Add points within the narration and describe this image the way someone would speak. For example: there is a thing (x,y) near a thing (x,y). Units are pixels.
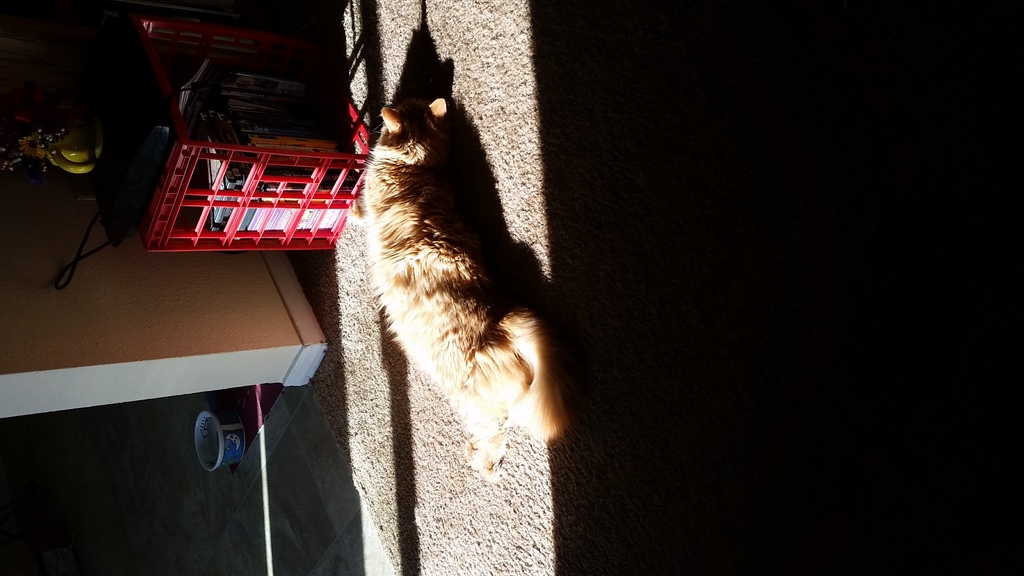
We can see animal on the mat (363,311), beside this animal (400,186) we can see books (269,91) in red basket (174,195), flower (40,164), vase (82,161) and objects (143,160). We can see bowl (239,435) on the floor (177,401). On the right side of the image (833,266) it is dark.
